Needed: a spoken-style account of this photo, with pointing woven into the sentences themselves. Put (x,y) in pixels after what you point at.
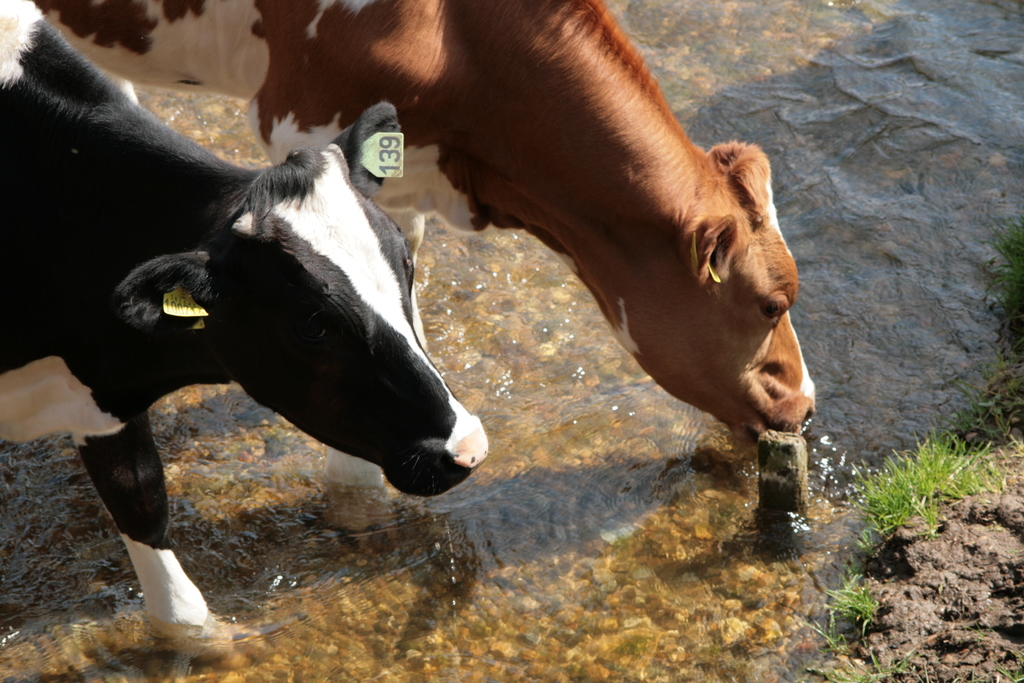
As we can see in the image there is water (882,238), grass (915,475) and different colors of cows (184,266).
